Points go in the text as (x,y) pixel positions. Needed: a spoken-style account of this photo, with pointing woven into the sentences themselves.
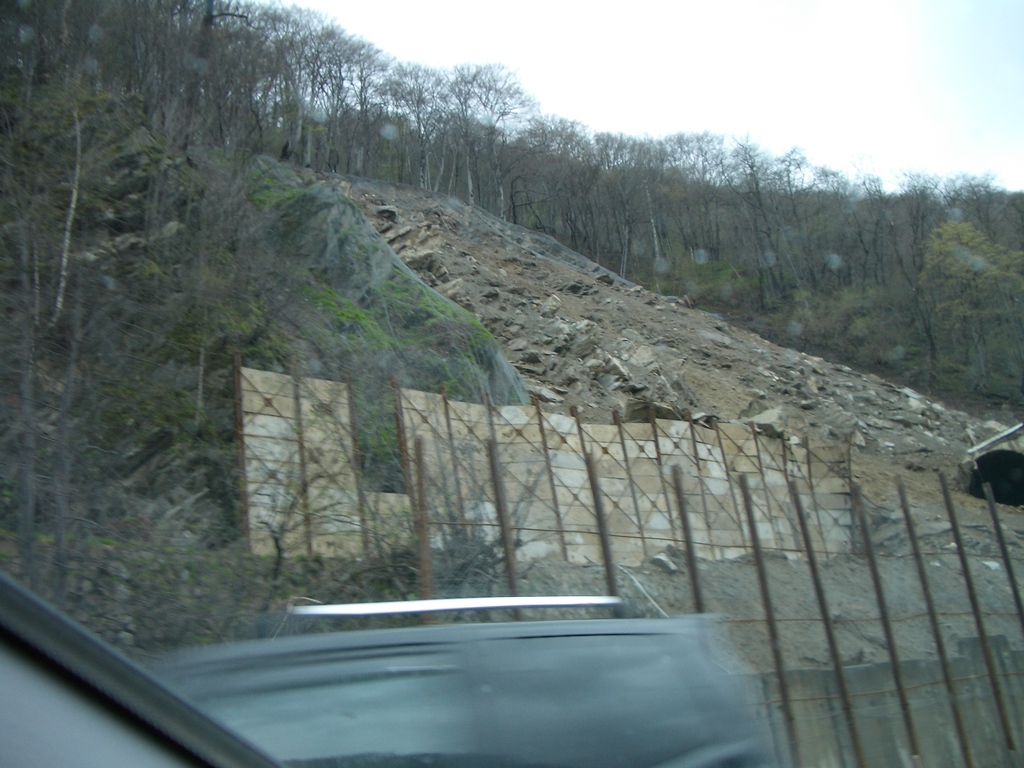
In the image we can see there are lot of trees (451,152) on the hills (412,300).
